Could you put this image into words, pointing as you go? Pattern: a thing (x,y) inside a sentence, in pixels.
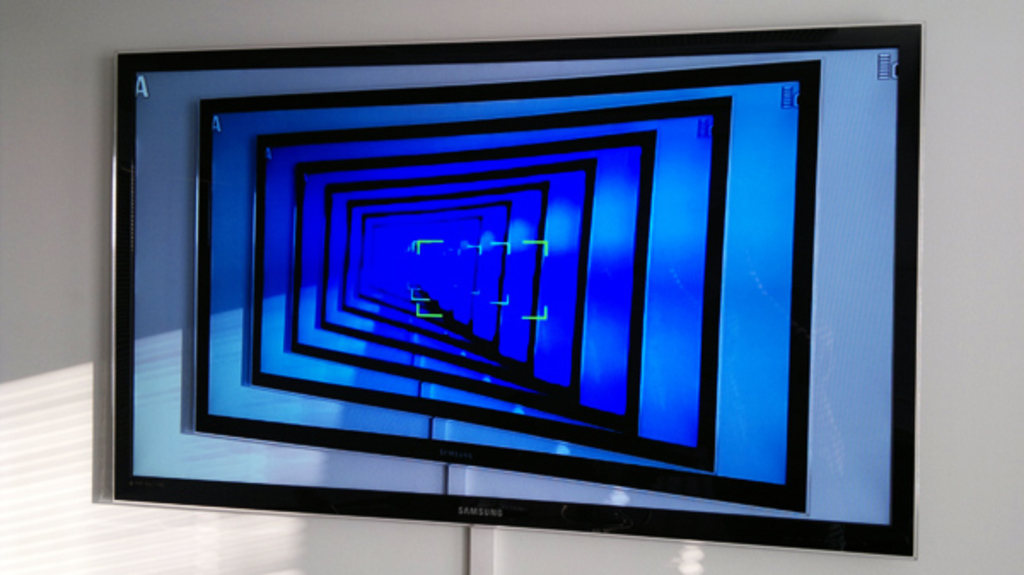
In this image we can see a screen (692,319) on the wall (42,343).
